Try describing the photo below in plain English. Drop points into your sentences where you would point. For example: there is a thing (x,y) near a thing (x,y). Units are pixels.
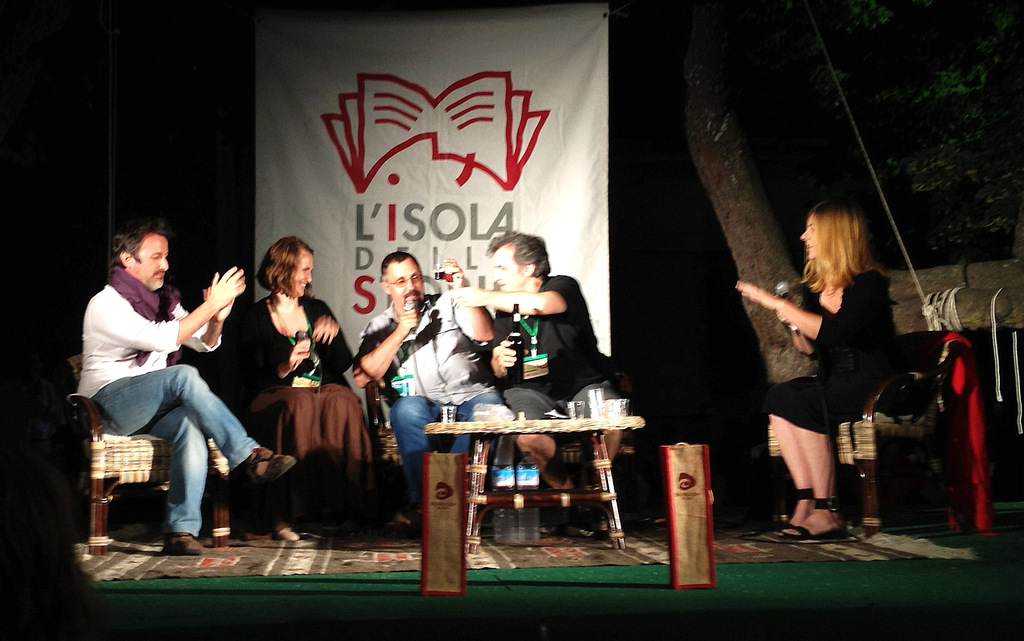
In this image I can see there are five persons (392,312) sitting on sofa chair (939,353) in front of them there is a table (485,433) and there are two bags (465,520) kept on floor (224,588), back side of persons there is a board (549,157), on the board (396,137) there is a text (506,205) and there is a trunk of tree (717,84) visible beside the woman (821,244) on the right side (958,327) there is a thread (957,314) attached to the wooden trunk (947,285) on the right side (906,307).
